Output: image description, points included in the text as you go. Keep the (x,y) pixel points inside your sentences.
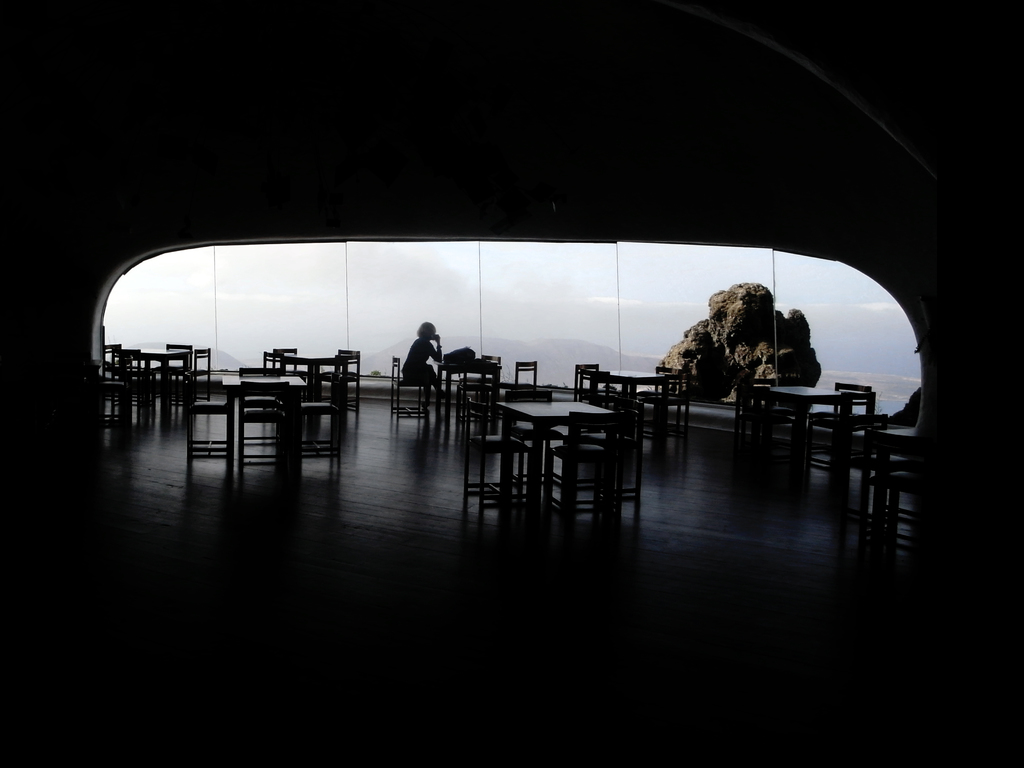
In the picture I can see chairs (598,442), tables (569,407) and a person (434,357) is sitting on the chair (414,408). In the background (220,313) I can see framed glass wall (514,323), the sky (331,321) and some other objects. This image is little bit dark.
